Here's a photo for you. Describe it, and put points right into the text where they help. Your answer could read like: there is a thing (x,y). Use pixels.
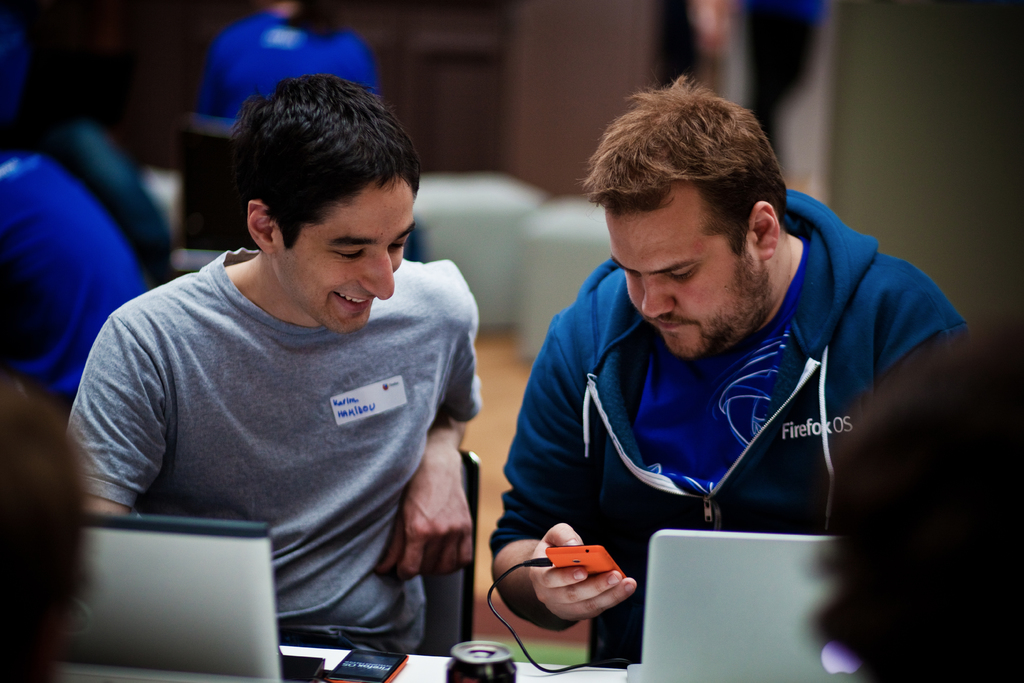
In this image I can see there are two men (695,265) sitting on the chairs (451,637), there are laptops (758,678), smartphones (371,670) and there are others (240,84) in the background (240,69). The background of the image (521,159) is blurred.
